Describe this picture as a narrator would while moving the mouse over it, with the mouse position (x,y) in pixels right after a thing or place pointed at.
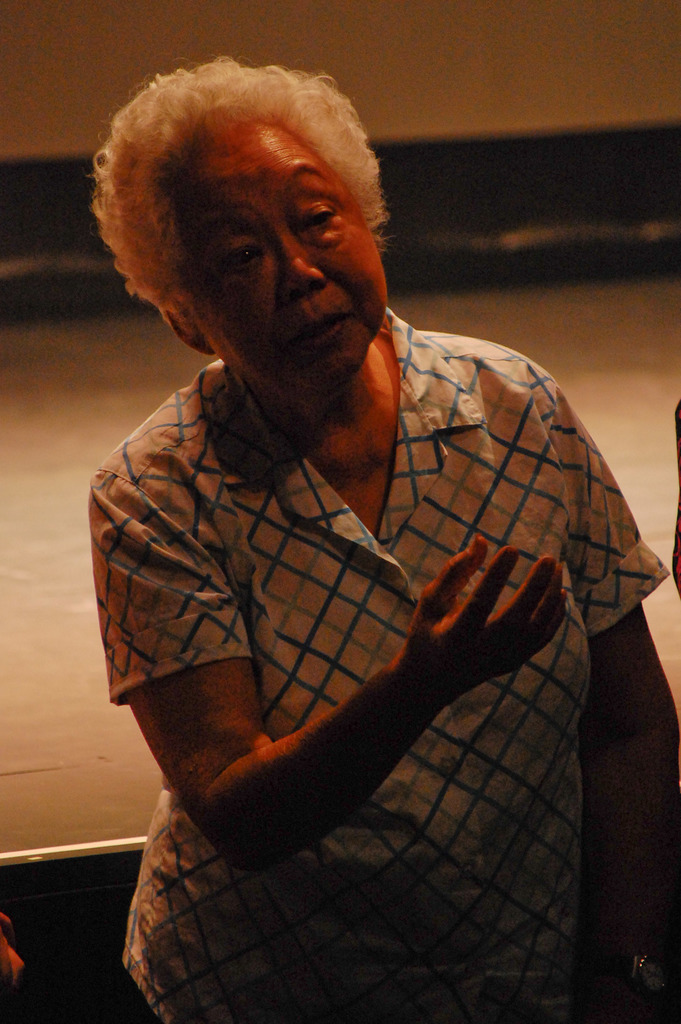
In this image I can see a person (449,531) standing and the person (504,544) is wearing white and blue color dress (504,496). The background (124,791) is in white and black color.
